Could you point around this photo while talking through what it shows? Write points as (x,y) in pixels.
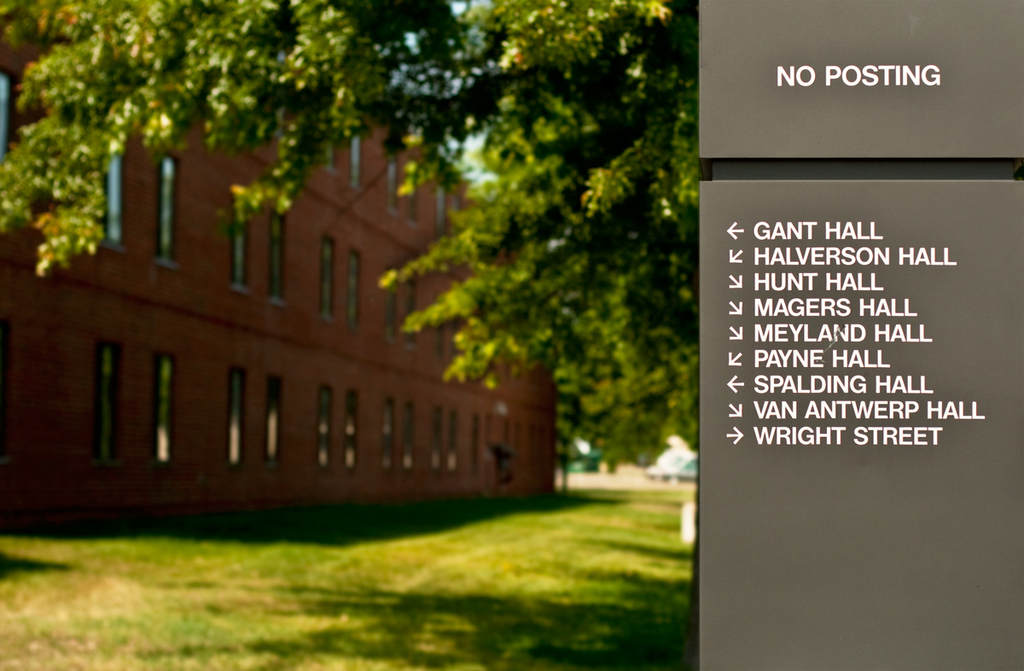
In this image I can see a board (777,622) on the right hand side of the image (851,61) with some text (846,233). I can see a building (202,369) on the left hand side (200,366). I can see trees (234,9) and grass (525,561) in the center of the image (526,319).
